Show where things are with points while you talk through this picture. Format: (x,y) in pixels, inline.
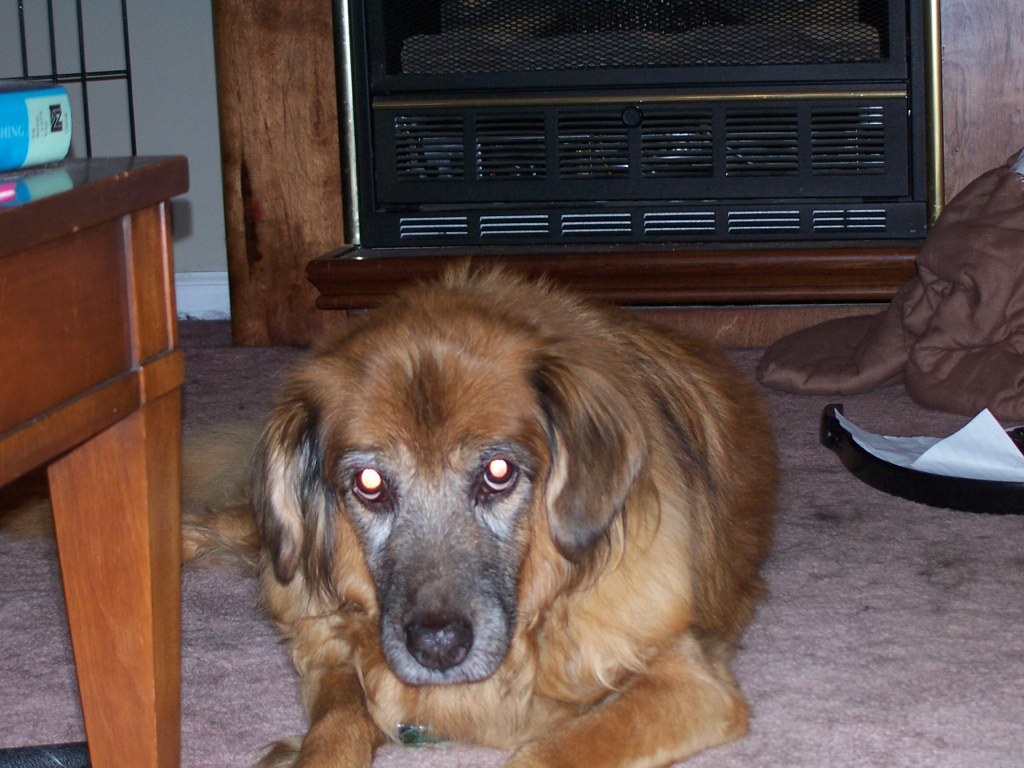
In this picture we can see a dog (370,550) in brown colour sitting on a floor (854,663). We can see a blanket (936,346) here. This is a table (94,375) at the left side of the picture (78,462). This is a wall (171,136).
